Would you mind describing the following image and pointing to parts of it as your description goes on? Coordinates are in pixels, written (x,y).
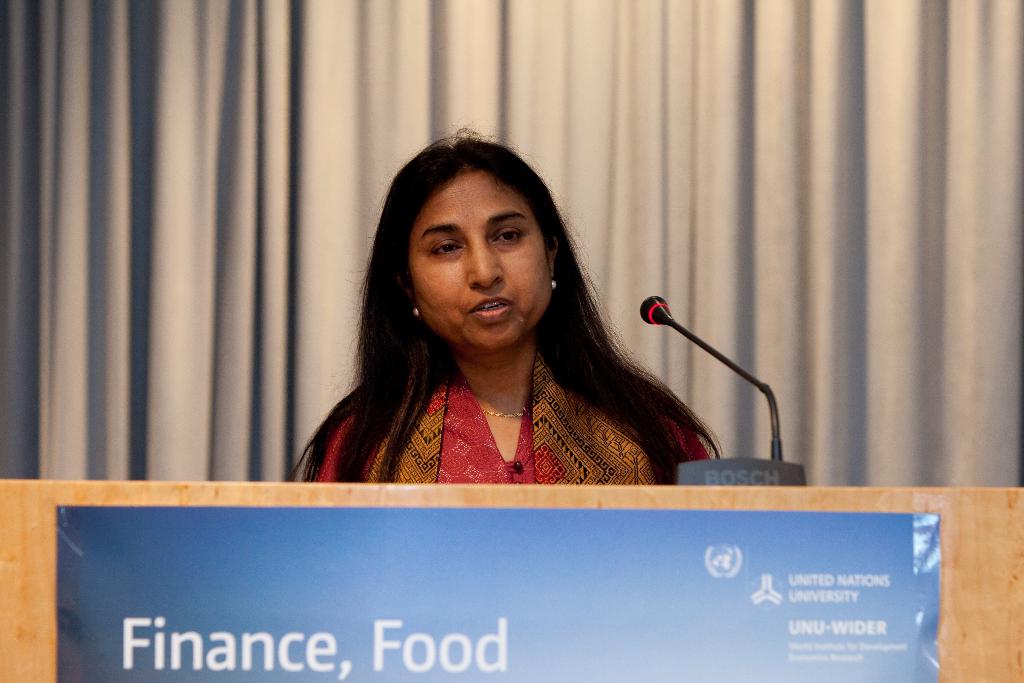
In this picture, we can see a lady (518,364), podium (45,577), poster (542,643) with some text (392,658), a microphone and in the background (630,223) we can see a curtain (630,223).
